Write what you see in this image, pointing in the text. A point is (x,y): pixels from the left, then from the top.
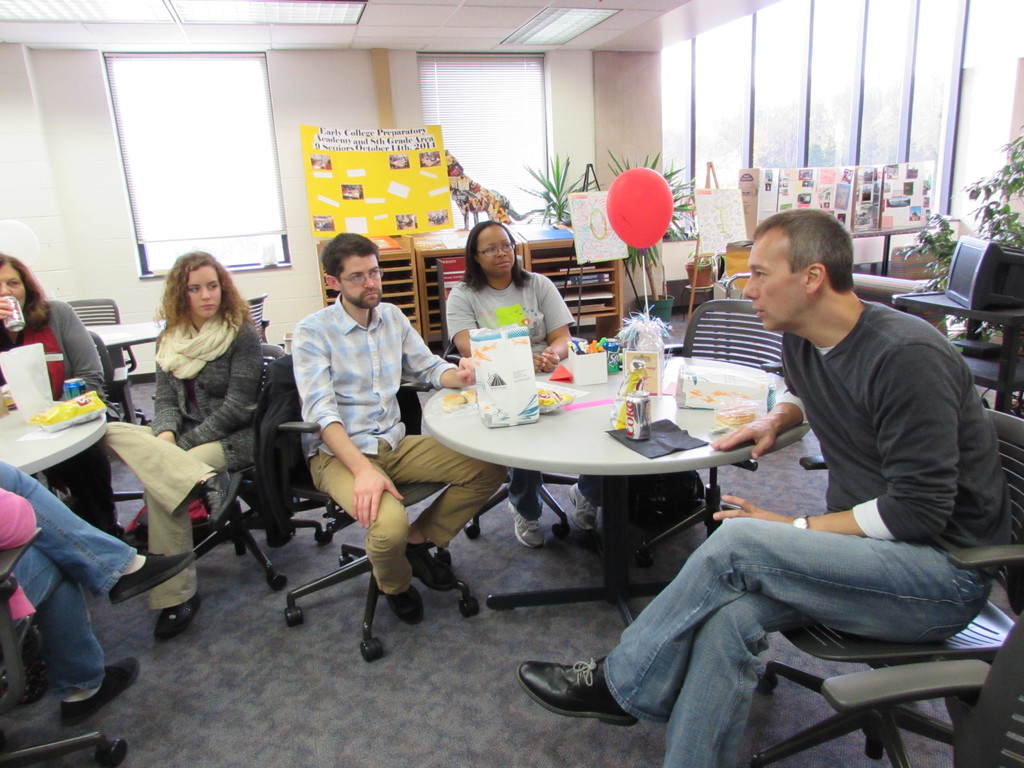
There is a group of people (720,586). They are sitting on a chairs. There is a table (673,409). There is a coke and food items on a table (693,466). We can see in background (623,306) curtain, window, balloons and cupboard (596,324).
